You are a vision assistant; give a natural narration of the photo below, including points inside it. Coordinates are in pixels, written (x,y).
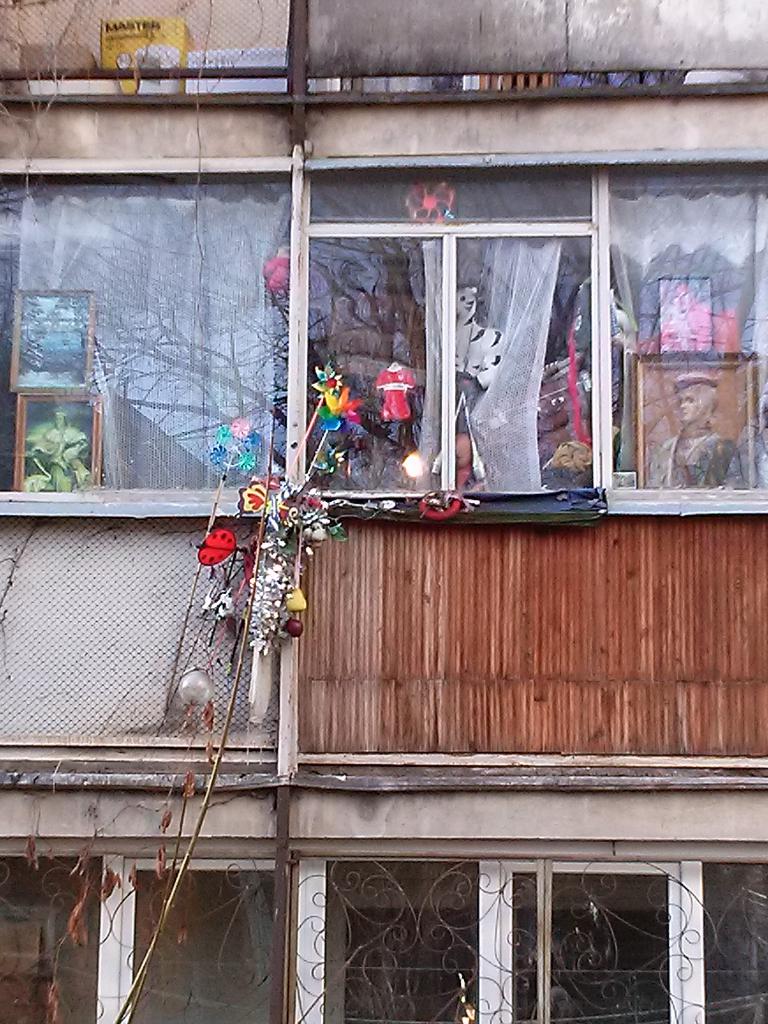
This image consists of a building (585,202) along with windows (248,472). The windows (392,458) are made up of glasses (756,340).
